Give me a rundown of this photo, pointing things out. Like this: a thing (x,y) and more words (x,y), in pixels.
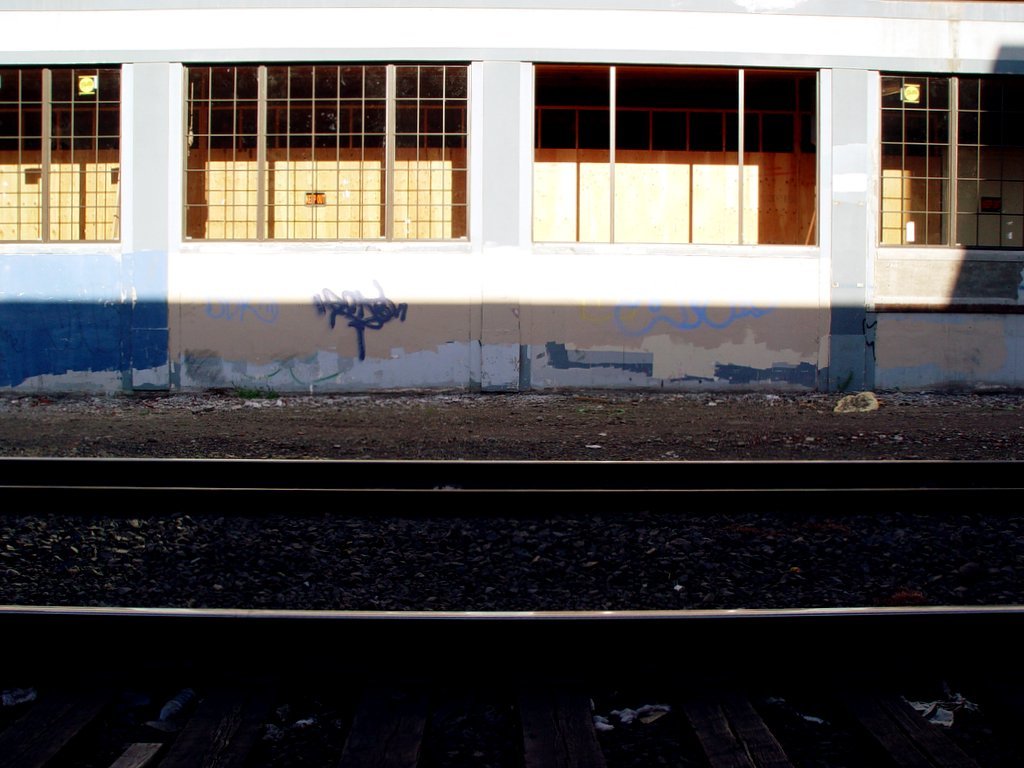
This picture is clicked outside. In the foreground (459,590) we can see the gravels (581,573) and the railway track (615,489). In the background (513,251) we can see the windows (107,219) and the wall (762,274) of a building (388,190).
